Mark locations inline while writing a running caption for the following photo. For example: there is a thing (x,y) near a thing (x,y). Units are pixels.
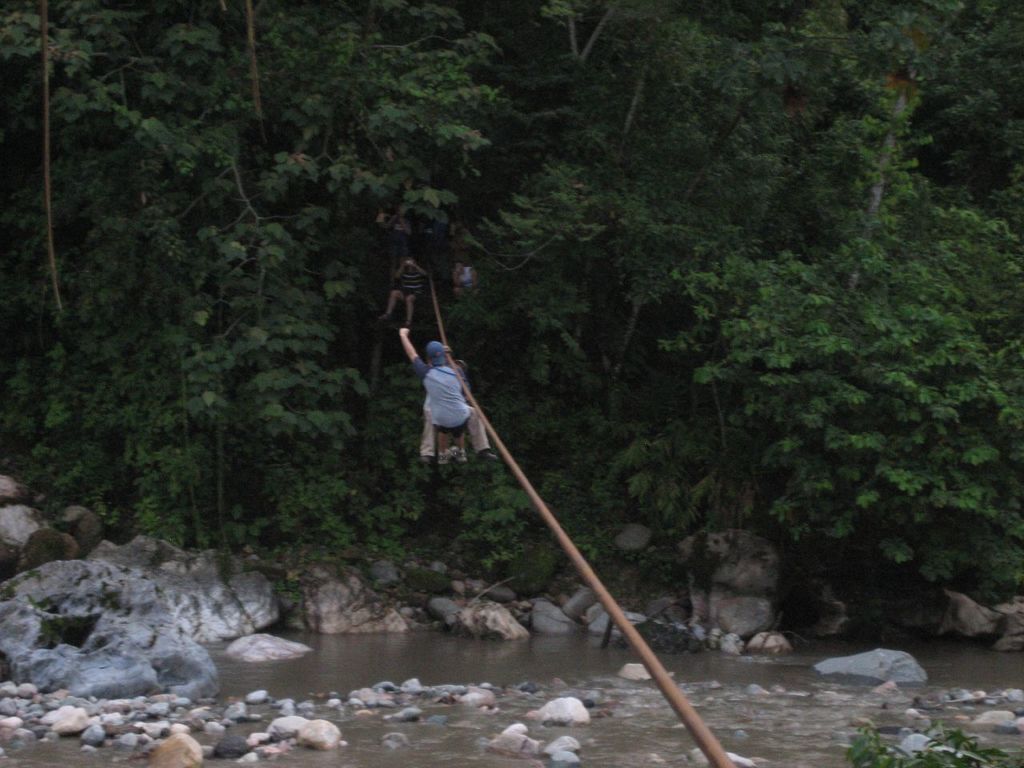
In this image we can see a rope (675,706). On the rope (439,324) few people (431,356) are hanging. At the bottom (361,638) there is water (529,706). Also there are rocks (533,686). In the background (493,289) there are trees (178,356).
